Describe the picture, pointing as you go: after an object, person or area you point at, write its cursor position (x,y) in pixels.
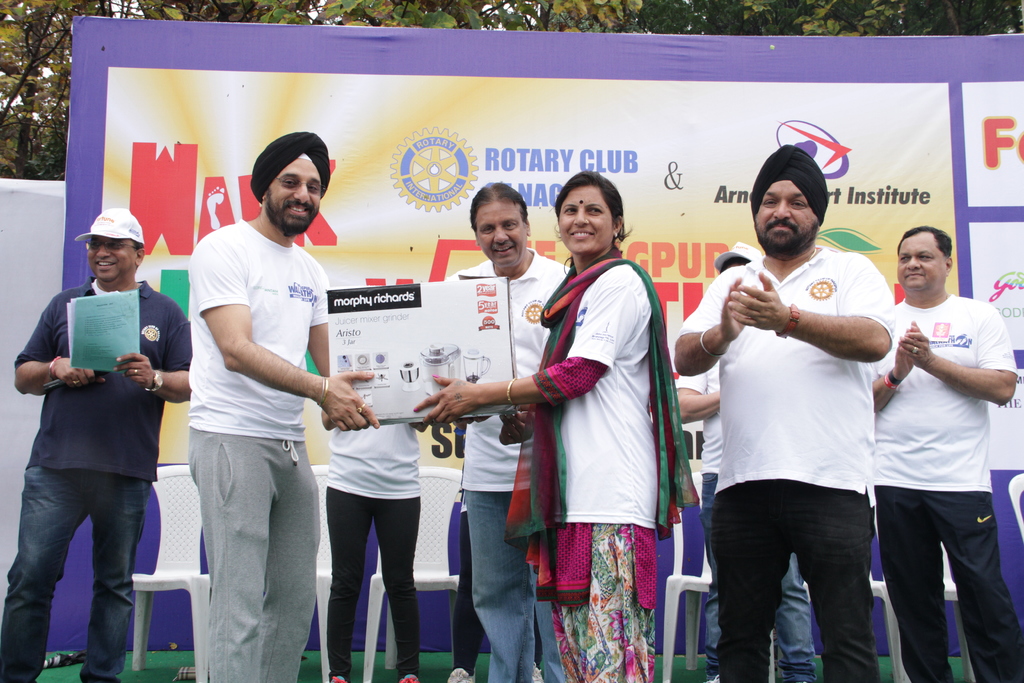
In this picture I can see few people (487,273) are standing and I can see a man (206,263) and a woman (524,380) holding a box (462,362) in their hands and I can see another man (52,307) holding papers (105,351) and I can see few chairs (326,534) and an advertisement hoarding (699,145) in the back (722,146) with some text (329,228) and I can see trees (943,31).
